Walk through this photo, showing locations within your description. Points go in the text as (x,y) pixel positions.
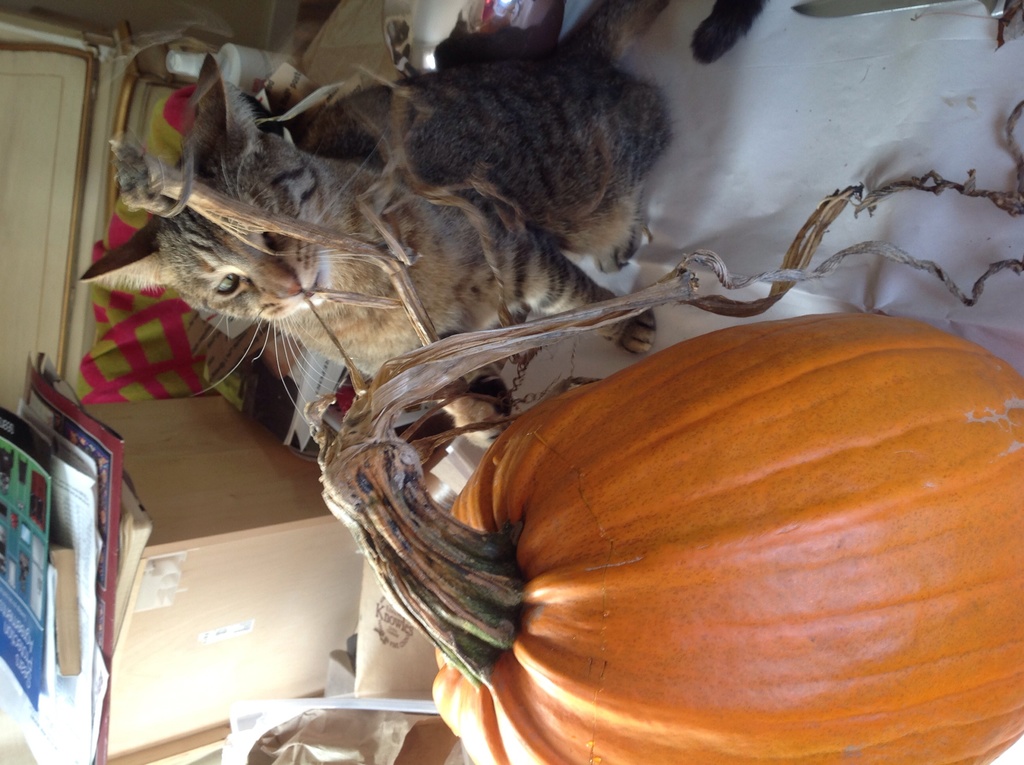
In this picture we can see a cat (459,276), pumpkin (589,407), box (161,604), cloth (147,353), books (63,617) and some objects (424,47).
